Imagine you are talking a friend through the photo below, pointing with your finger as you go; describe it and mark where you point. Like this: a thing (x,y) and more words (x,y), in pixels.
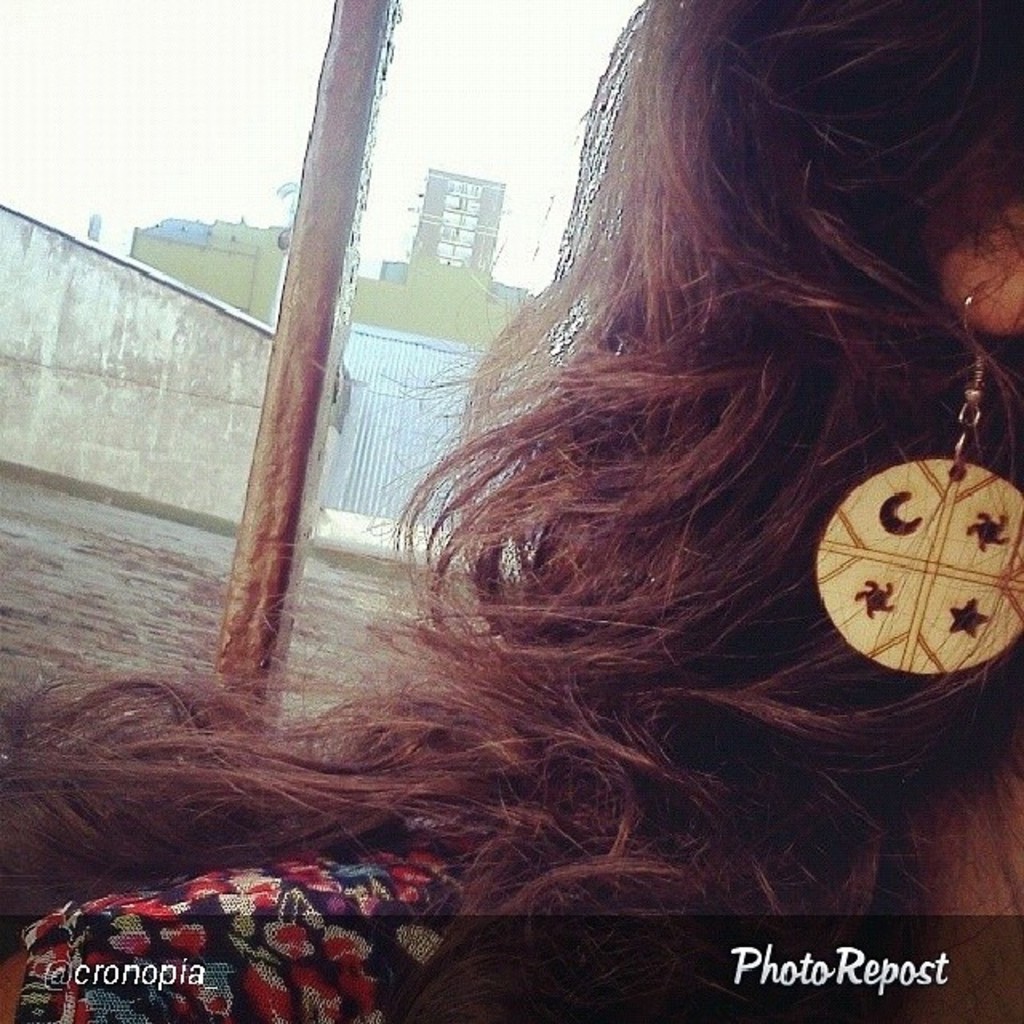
In this image we can see a woman (772,390) wearing earrings (956,548). In the background (450,260), we can see a pole (298,301), group of buildings (464,278) and the sky (231,174). At the bottom (62,971) we can see some text (105,972).
